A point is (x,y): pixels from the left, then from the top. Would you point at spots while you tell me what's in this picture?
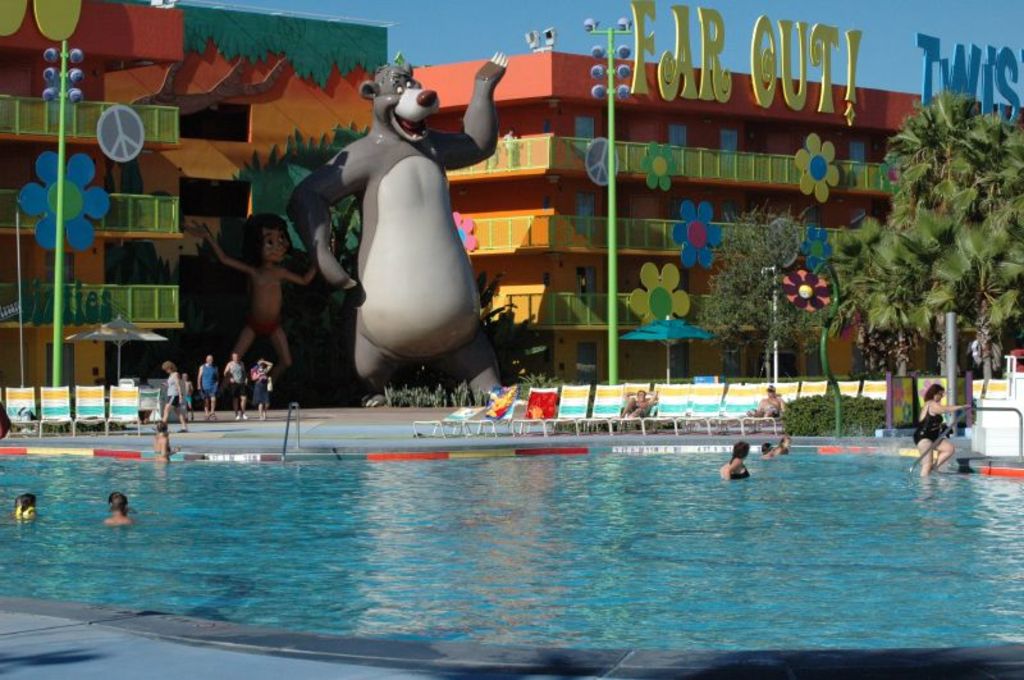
In this picture we see a swimming pool (523,582) with blue water (558,585) and people (161,428) in it. Far away we can see the cartoons (380,399) and poles (594,25).
